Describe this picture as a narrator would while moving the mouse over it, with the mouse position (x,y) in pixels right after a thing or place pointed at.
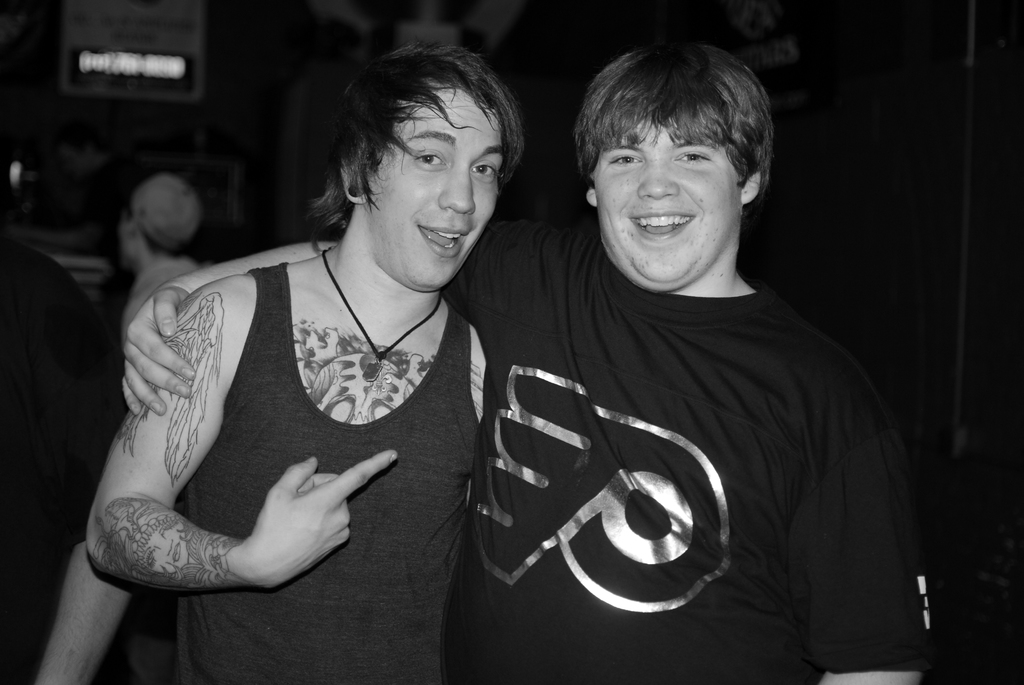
This is a black and white image, in this image there are two people (538,365) standing, in the background (267,73) it is dark and there are people (136,238) standing.
